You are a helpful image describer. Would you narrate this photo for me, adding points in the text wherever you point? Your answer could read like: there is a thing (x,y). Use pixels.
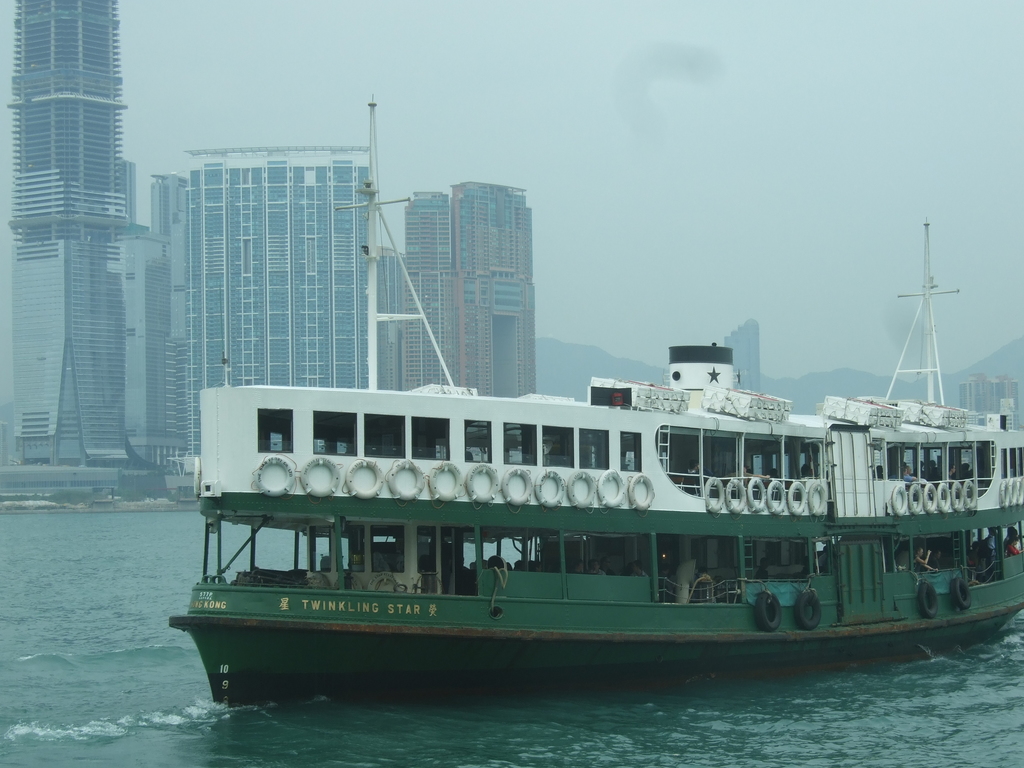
In this image there is a boat (306,590) on the water (15,584), and at the background (194,4) there are skyscrapers (450,328), hills (1021,374), sky (781,239).
